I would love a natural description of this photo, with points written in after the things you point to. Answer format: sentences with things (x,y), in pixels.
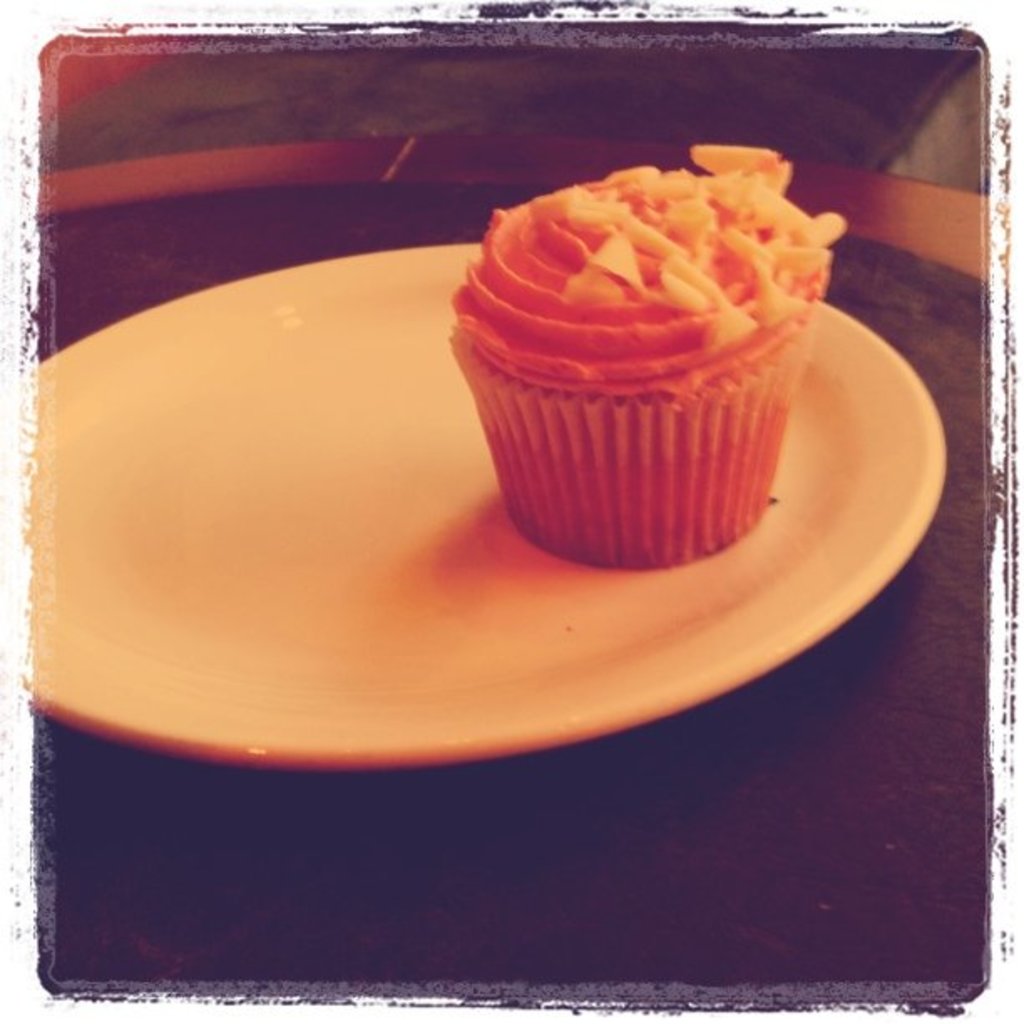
This image consists of a muffin (695,421) kept on a plate (591,692). The plate (591,692) is in white color.
